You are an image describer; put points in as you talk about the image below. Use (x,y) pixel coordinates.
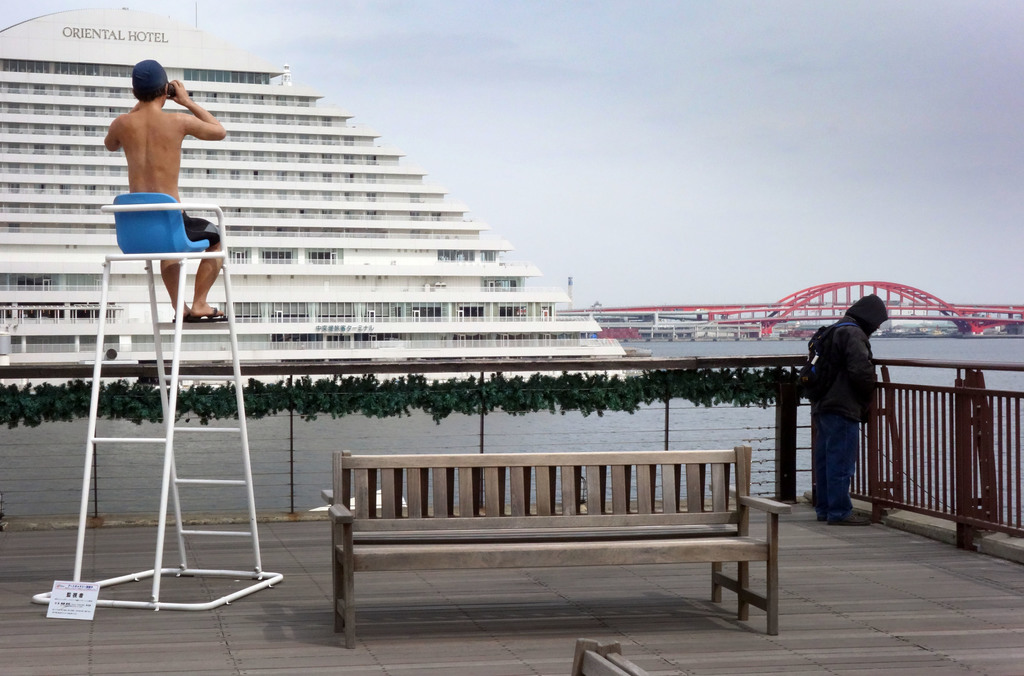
In this picture we can see a person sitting on the chair (150,201). There is a paper (86,608) on the path (303,579). We can see another person (844,485) on the path (100,609). There is a building (44,185) and a bridge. We can see some fencing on the right side (877,494).
